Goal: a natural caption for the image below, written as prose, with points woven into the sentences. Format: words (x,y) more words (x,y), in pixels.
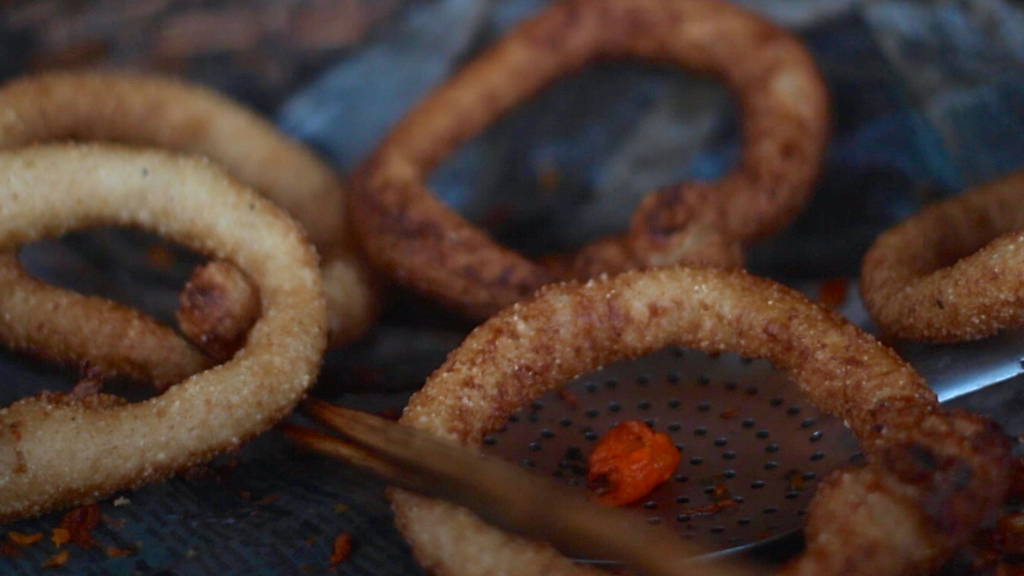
In this picture, we see the eatables (831,388) and a spoon (757,376). In the background (377,113), we see an object (382,101) in blue color. This picture is blurred in the background (516,232).
